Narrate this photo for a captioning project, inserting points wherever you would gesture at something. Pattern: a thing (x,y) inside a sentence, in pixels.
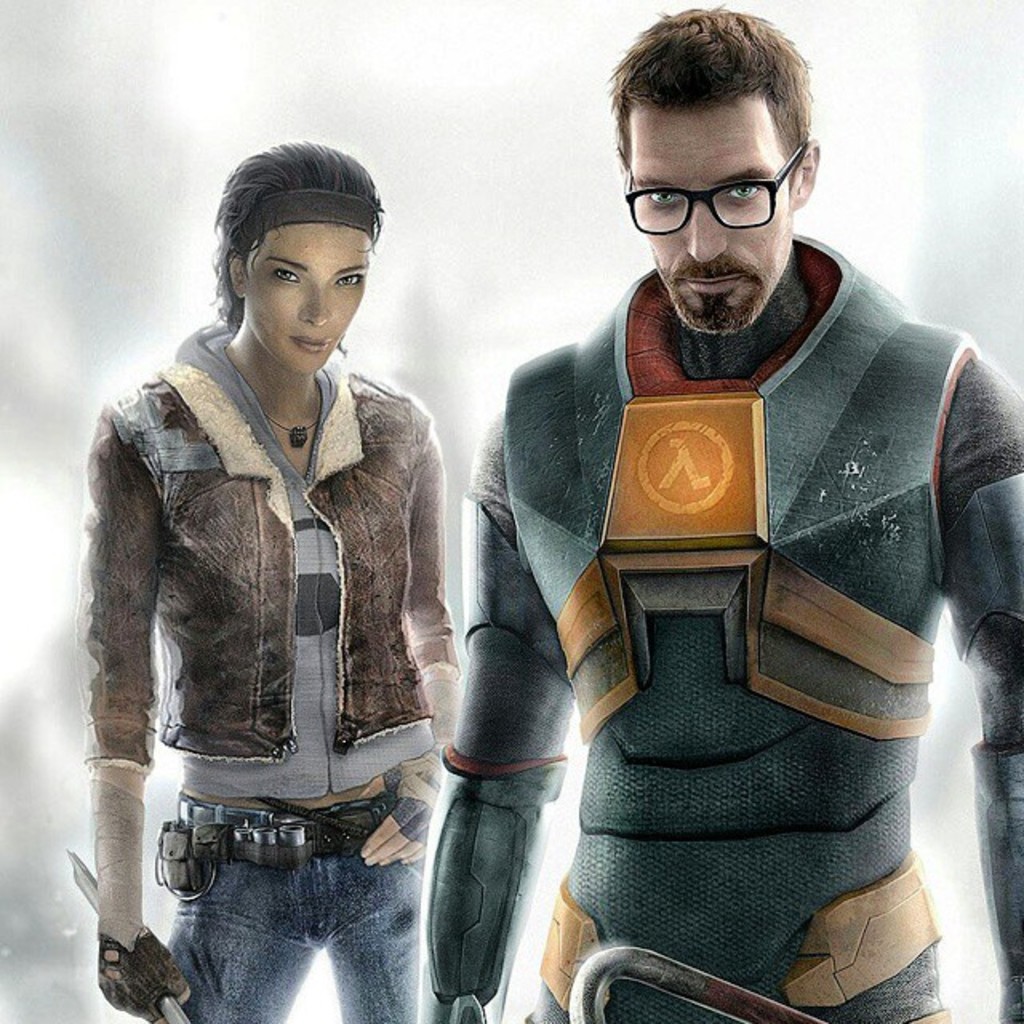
This is an animated image. 2 people (613,725) are standing. The background (469,11) is blurred.
